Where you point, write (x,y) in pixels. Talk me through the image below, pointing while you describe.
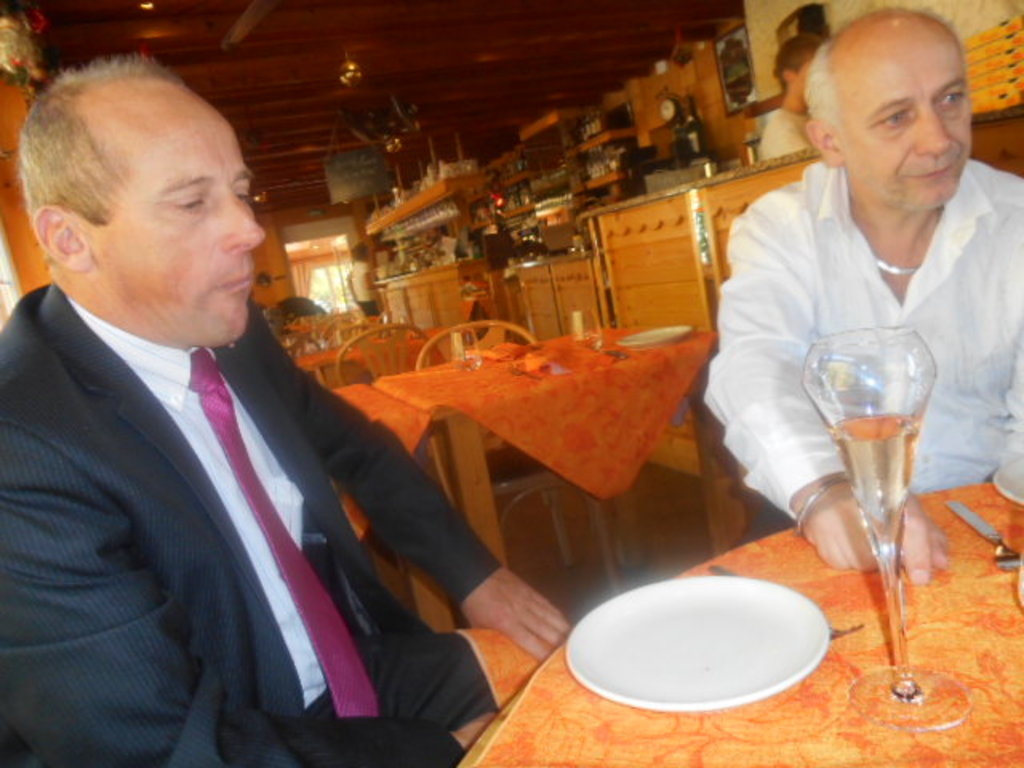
This 2 persons (824,268) are sitting on a chair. In-front of them there is a table (989,524), on a table (591,706) there is a plate (633,641), glass (876,527) and fork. Far there are tables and chairs (372,349). On a table (474,385) there is cloth (510,400) also. This person (776,115) is standing. In a rack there are things (607,170).
